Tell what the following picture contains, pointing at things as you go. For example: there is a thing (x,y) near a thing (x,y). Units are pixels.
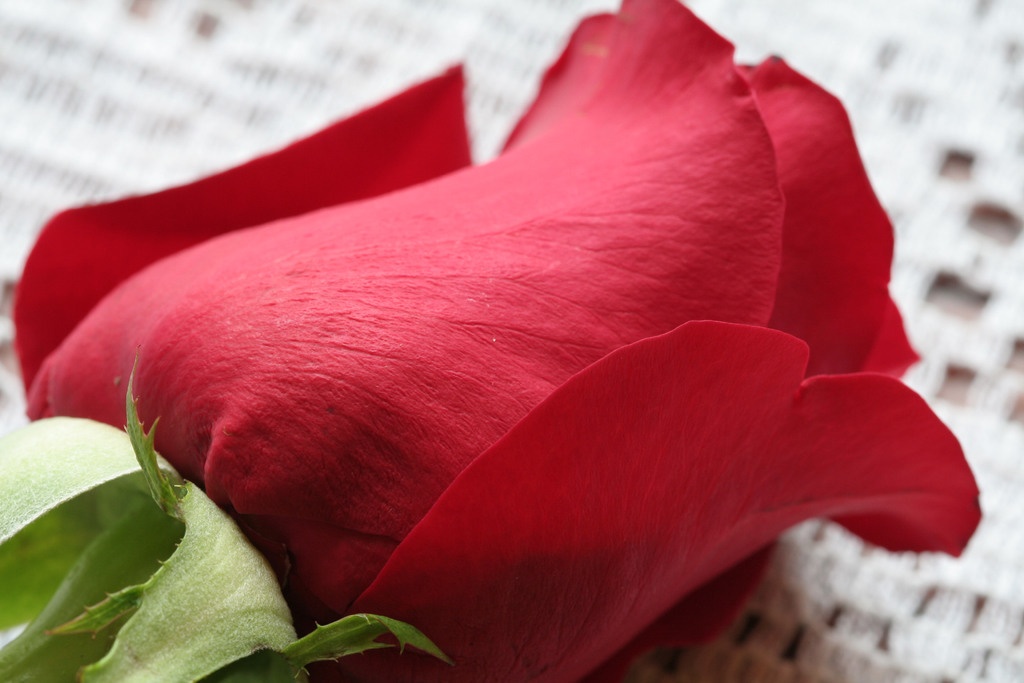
In this image we can see a rose flower (360,438).
